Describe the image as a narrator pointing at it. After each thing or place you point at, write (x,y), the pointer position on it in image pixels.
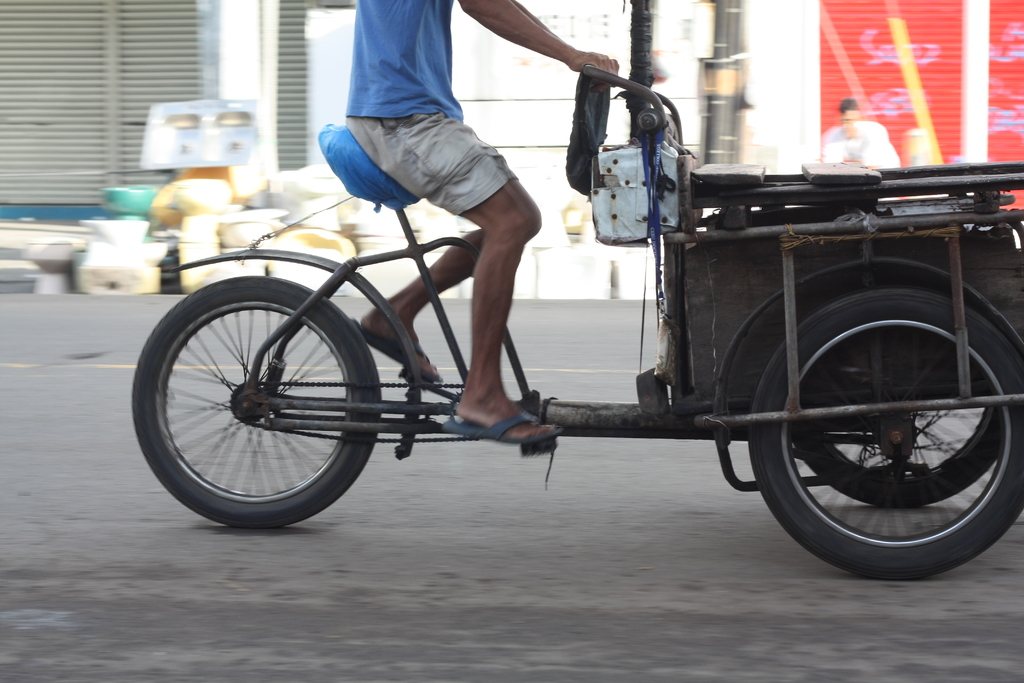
In this picture we can see a person (419,285) on a vehicle (291,499) on the road (521,540) and in the background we can see a person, shutters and some objects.
